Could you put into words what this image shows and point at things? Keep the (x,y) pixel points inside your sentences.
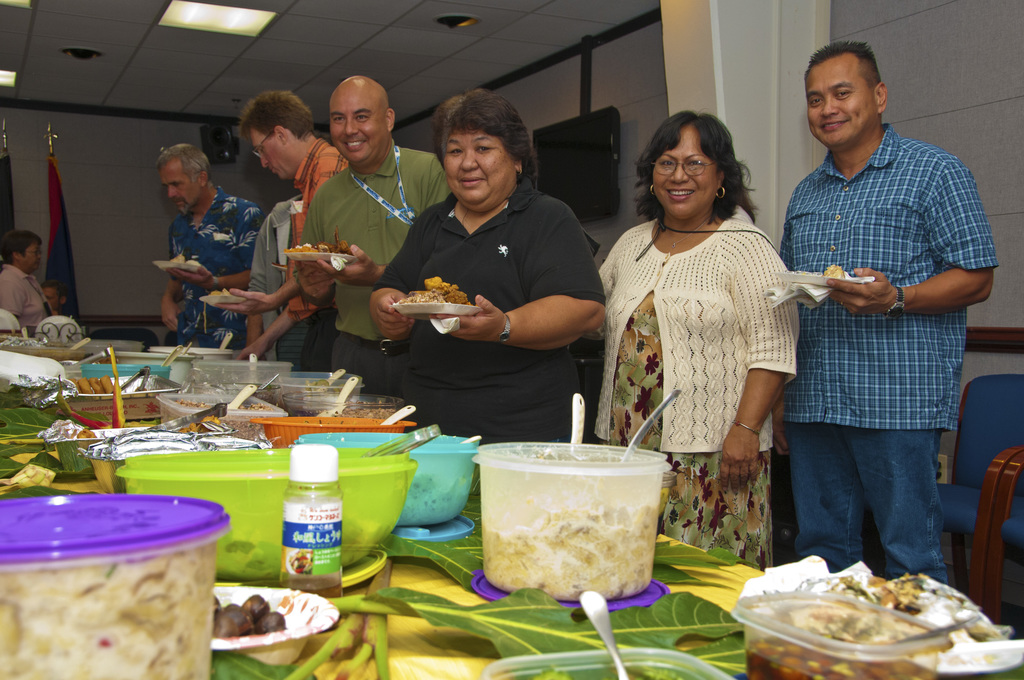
In this image it seems like group of people (658,228) having a lunch. There are group of people (727,294) holding the plate (420,311) which is full of food (421,292). In front of them there is table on which there are different types of food items (580,536) which are kept in bowls (521,500) and dishes (236,387). At the top (96,95) there is ceiling (114,73) to which the light (215,22) is attached. At the background (52,249) there is a flag (53,236). To the right corner (985,412) there is a chair (993,485).
